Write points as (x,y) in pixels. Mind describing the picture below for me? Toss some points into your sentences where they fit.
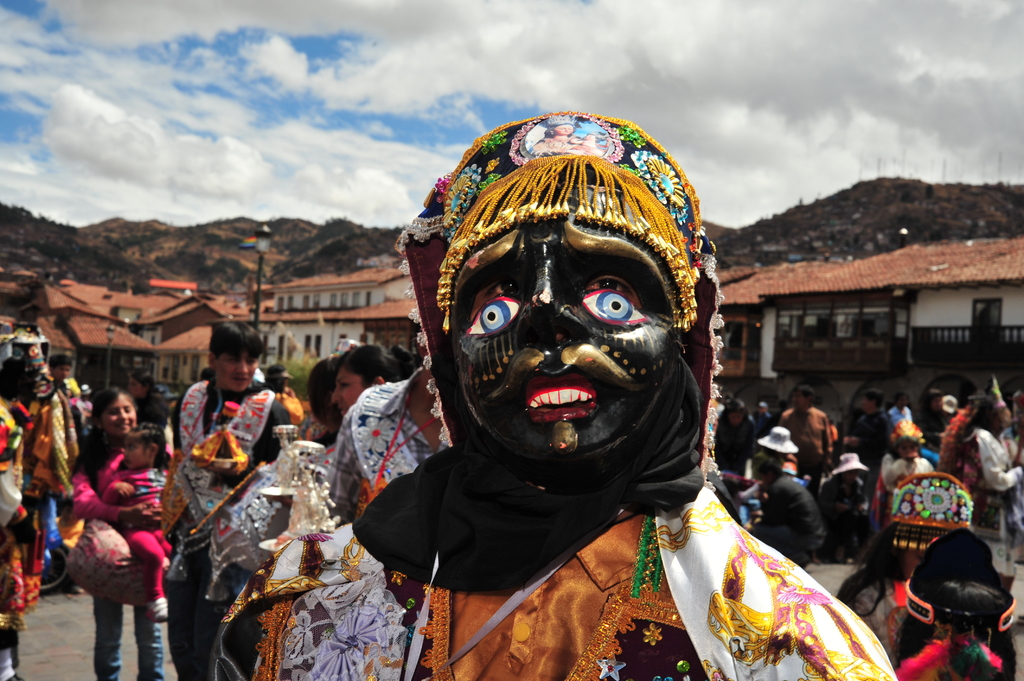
In this image there are persons (673,466). In the background (175,319) there are buildings (832,297), mountains (305,256), there is a pole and the sky (403,65) is cloudy. In the front (490,490) the person (561,522) is wearing a mask (606,395) which is black in colour.
